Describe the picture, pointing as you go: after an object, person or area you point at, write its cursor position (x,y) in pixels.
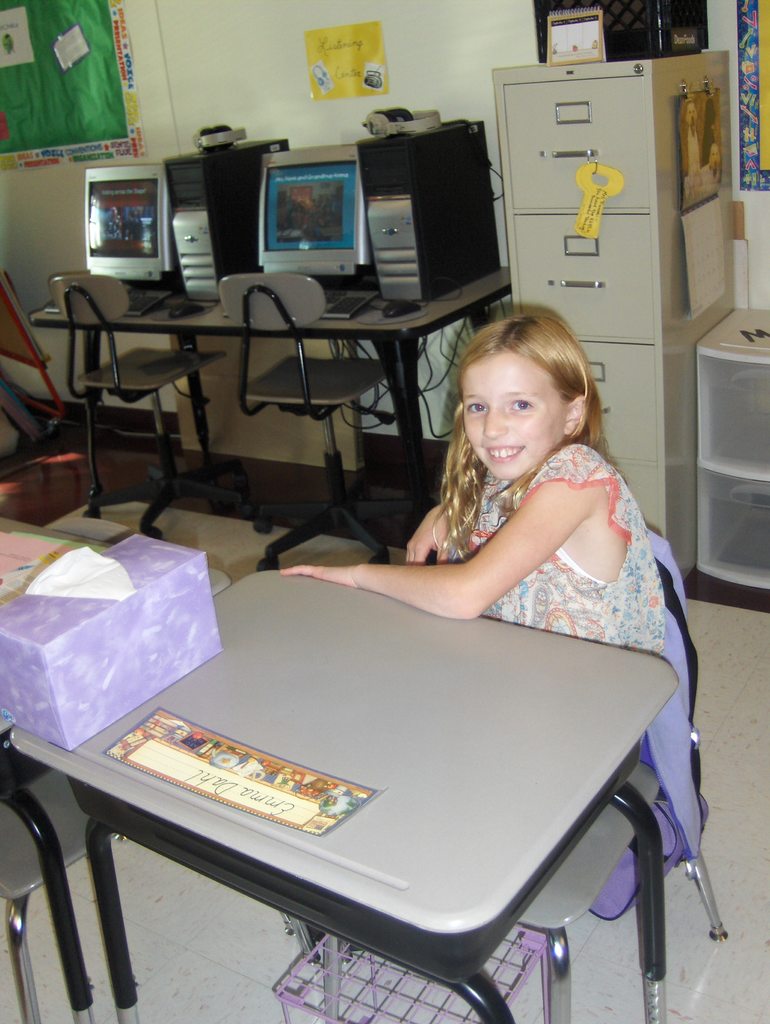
This picture is clicked inside a room (720,743). There are tables (153,323) and chairs (143,372). There is a girl (501,513) sitting on the chair (667,586). In front of her there is a table (406,727) and a box (78,601) is placed on it. Behind her there is a cupboard (642,173) and a calendar (696,209) hanging to it. Beside to it there are computers (240,229) on the tables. There are also headsets (401,131) on the CPU's (251,159). On the wall (329,104) there are charts (341,71). To the right corner (714,372) there is a small table (727,379).
